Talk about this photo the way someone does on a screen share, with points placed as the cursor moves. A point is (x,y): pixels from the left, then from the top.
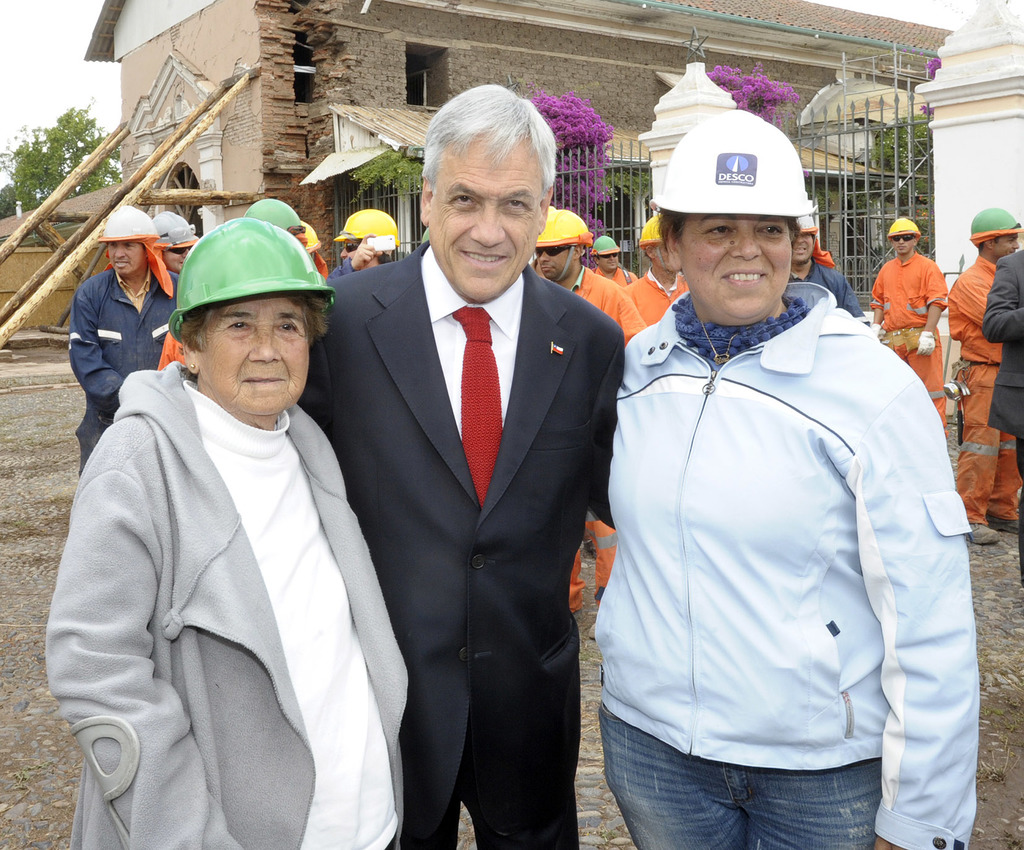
In the image there are two women (786,514) in jackets (141,405) standing in middle of an old man (489,320) in suit (449,617) and behind them there are few men (928,264) constructing a building (611,157).
